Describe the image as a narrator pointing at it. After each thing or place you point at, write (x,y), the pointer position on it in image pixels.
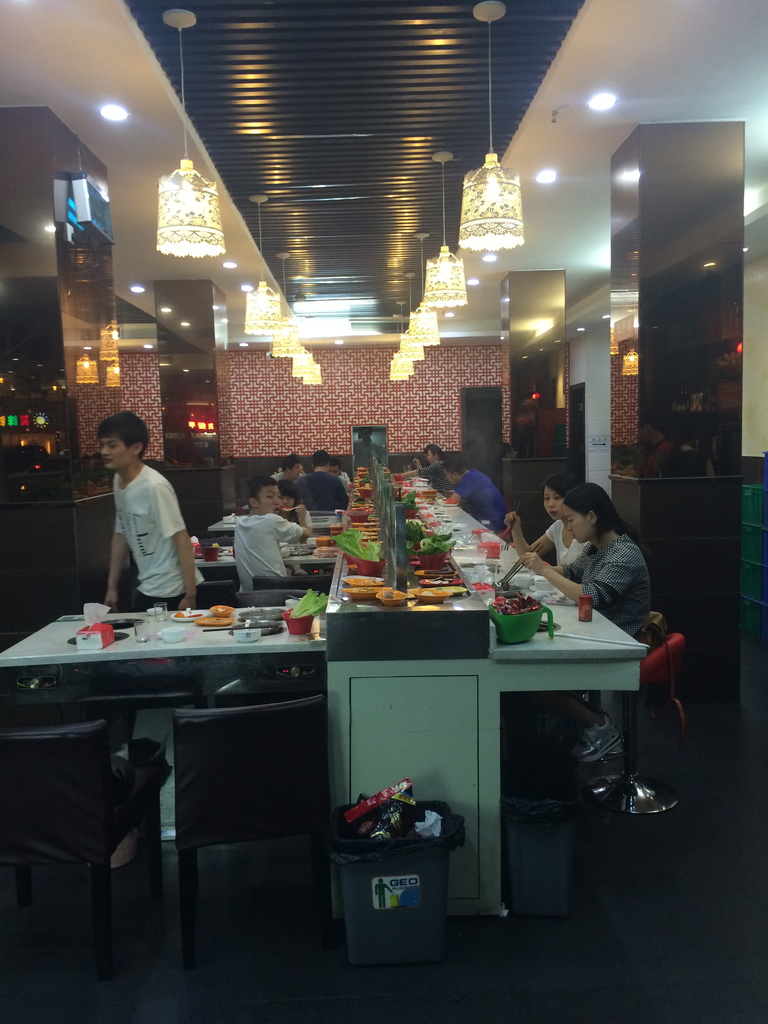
This picture is clicked in a restaurant (475,884). Here, we see many people (319,473) sitting on chairs (661,650) around the table (630,639). Here, we see many tables (339,684) and chairs (283,735) in the restaurant (363,732). In front of the picture, we see a garbage bin (381,878) and on top of the image (422,327), we see many lights (453,271). On background (301,402), we see a red wall (373,409) and on the right corner of the picture (664,239), we see pillar (689,315).
